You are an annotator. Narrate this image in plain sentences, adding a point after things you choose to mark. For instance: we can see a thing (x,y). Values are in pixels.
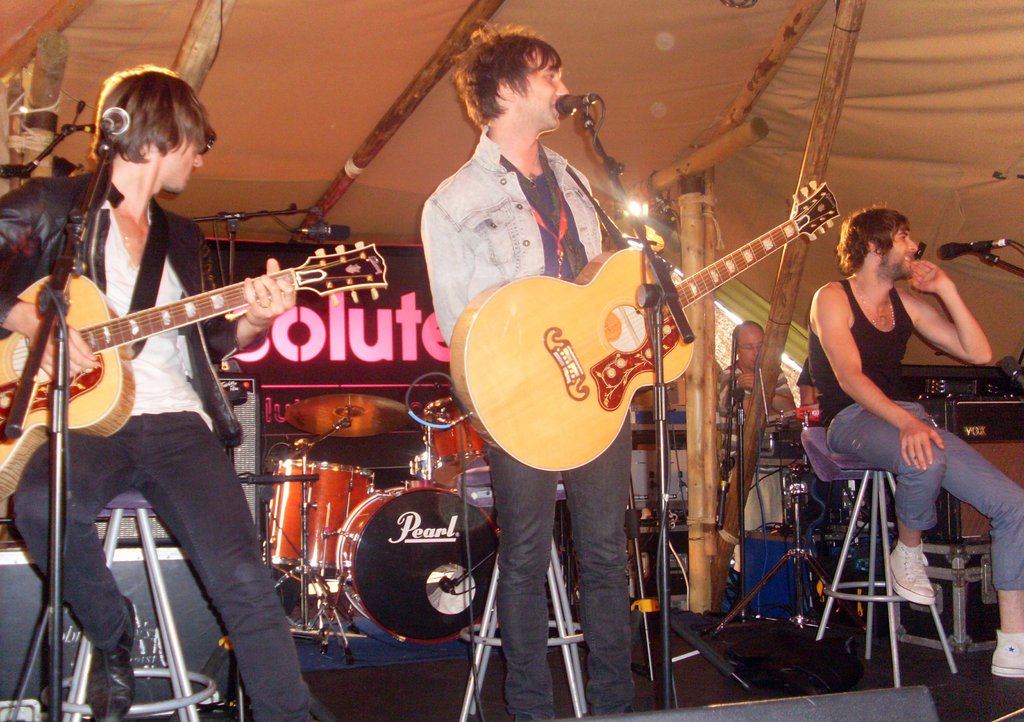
In this image there are group of people (168,468) sitting under the tent (581,132). The person (513,118) standing in middle (555,351) is holding the guitar (636,265), the persons (209,345) in the left (82,359) and the right are sitting. In the middle of the image (411,460) there are drums (359,605), at the back (289,429) there is a banner (385,303) and there are speakers (803,700) at the bottom (909,702).
